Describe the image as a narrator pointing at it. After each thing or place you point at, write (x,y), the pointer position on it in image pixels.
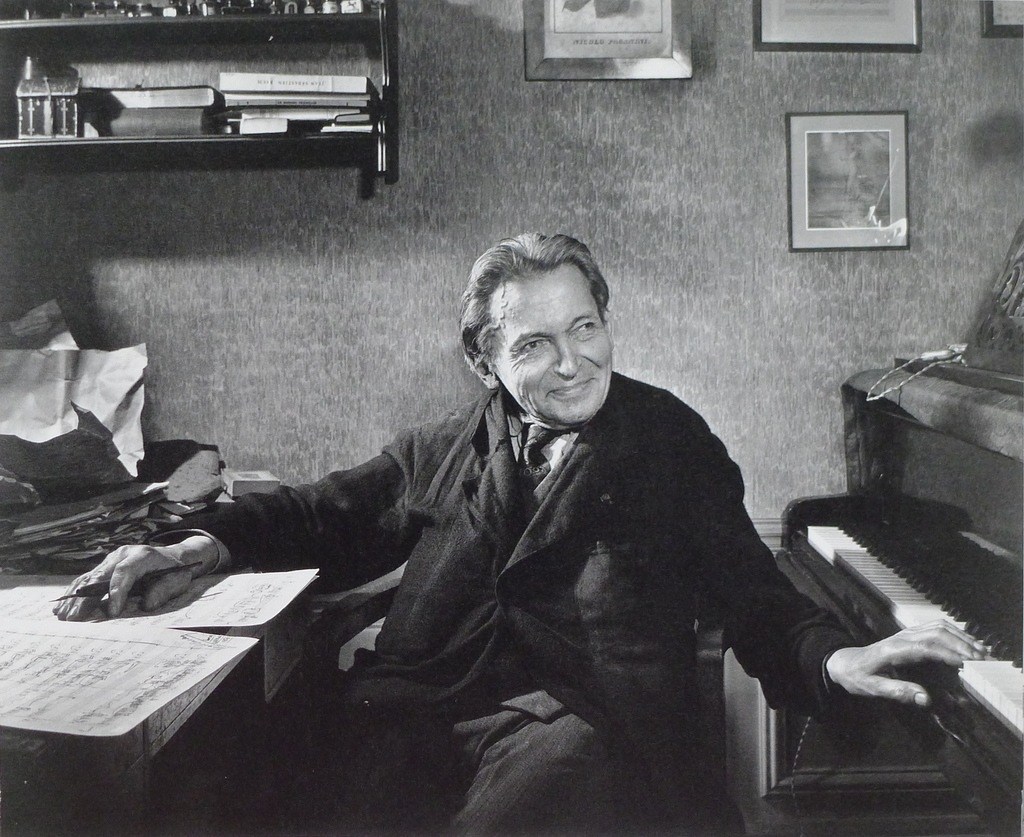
In this image i can see a man (624,501) sitting and laughing he is holding a pen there are few papers (131,640) on a table (225,631), at the right side (912,610) there is a musical instrument (971,617), at the back ground (824,222) i can see few frames (814,237) attached to a wall (601,116) and few books (354,109) on a shelf (319,140).
